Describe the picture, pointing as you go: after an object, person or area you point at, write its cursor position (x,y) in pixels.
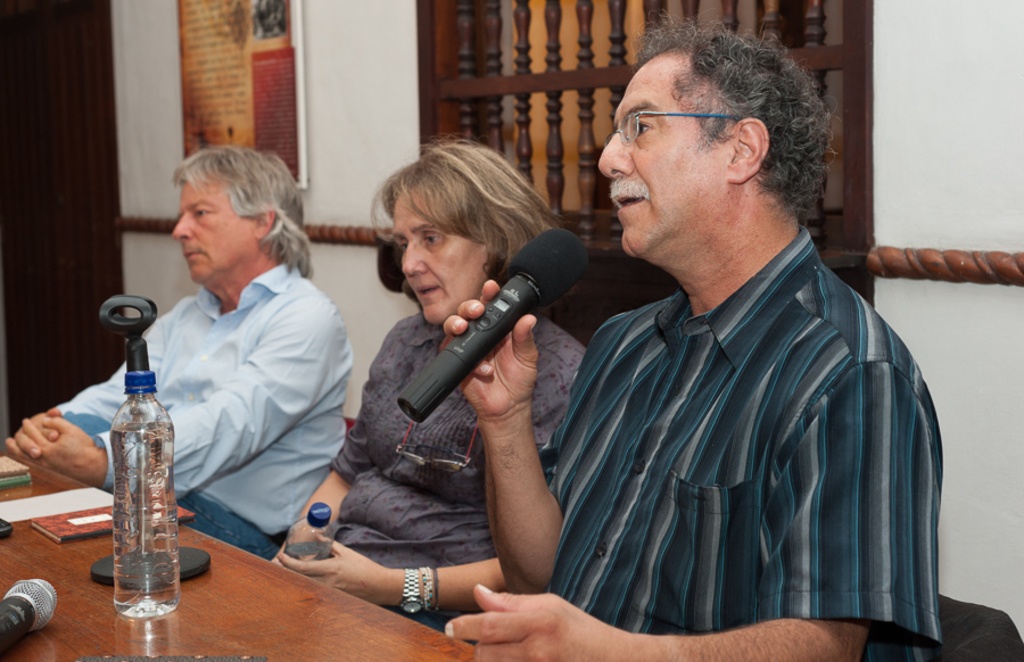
In this image I can see two men (553,624) and women (493,153) are sitting on chairs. I can also see he is holding a mic (553,270) and wearing a specs (635,110). Here I can see she is holding a bottle (293,532) and wearing a watch (417,596). On this table (231,575) I can see few books (66,520), a paper (67,496), a bottle (116,466) and a mic (10,606). In the background (175,159) I can see a frame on this wall (360,126).
